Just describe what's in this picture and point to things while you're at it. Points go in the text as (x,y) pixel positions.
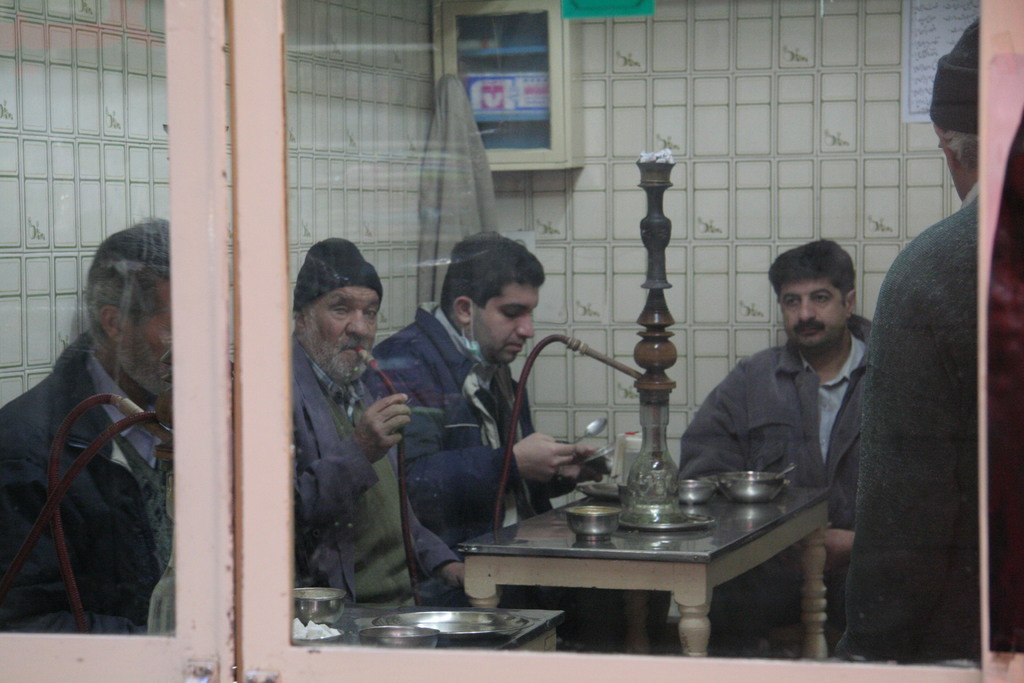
There are group of people (735,370) sitting in chairs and there is a table (628,501) in front of them the table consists of hookah pot (641,397) and there is a person (902,457) standing in the right corner (896,475).
